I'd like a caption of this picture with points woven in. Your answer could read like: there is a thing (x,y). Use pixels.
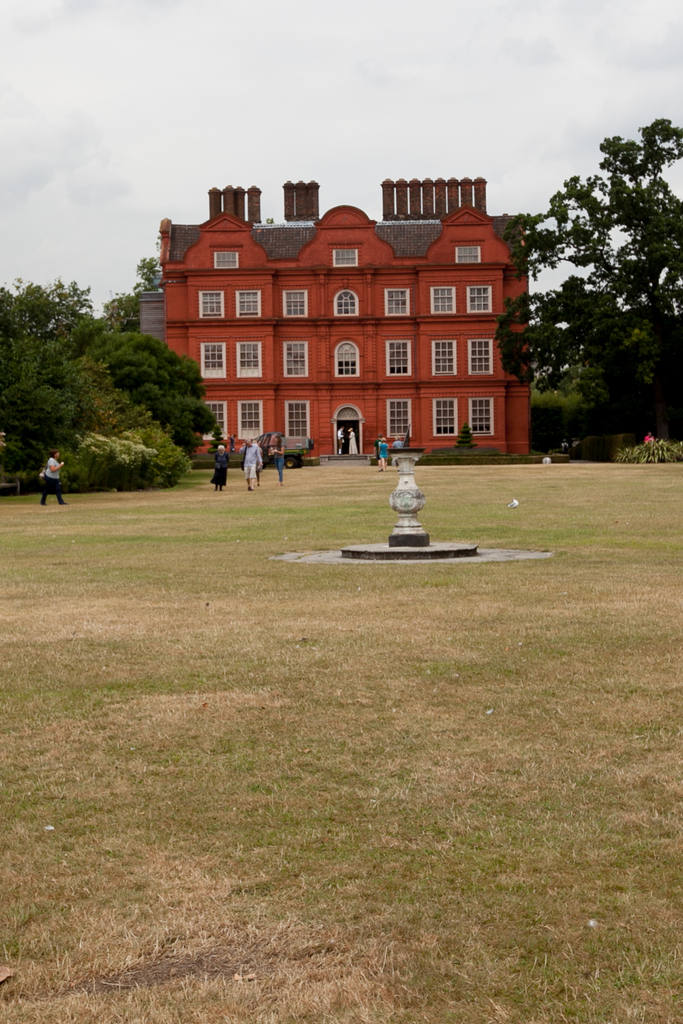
In this image we can see a building (268,282) with some windows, there are some people (342,435), trees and a sundial (399,480), in the background (278,122) we can see the sky (266,199).
